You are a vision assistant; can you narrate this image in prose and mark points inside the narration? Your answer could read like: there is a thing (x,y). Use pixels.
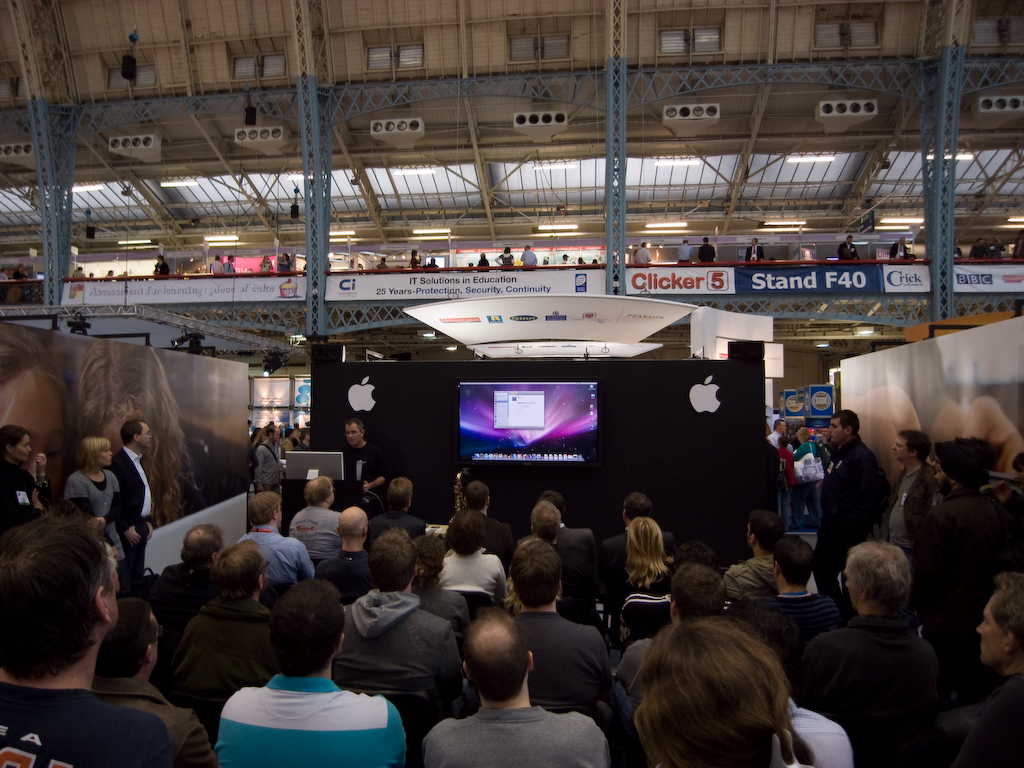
At the top of the image (953,245) we can see iron grills (940,237), electric lights (352,234), person (217,258) standing on the floor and advertisement boards (208,297). At the bottom of the image (310,532) we can see people (442,579) sitting on the chairs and standing on the floor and one of them is standing at the lectern (338,483). In the background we can see a display screen (585,394).
